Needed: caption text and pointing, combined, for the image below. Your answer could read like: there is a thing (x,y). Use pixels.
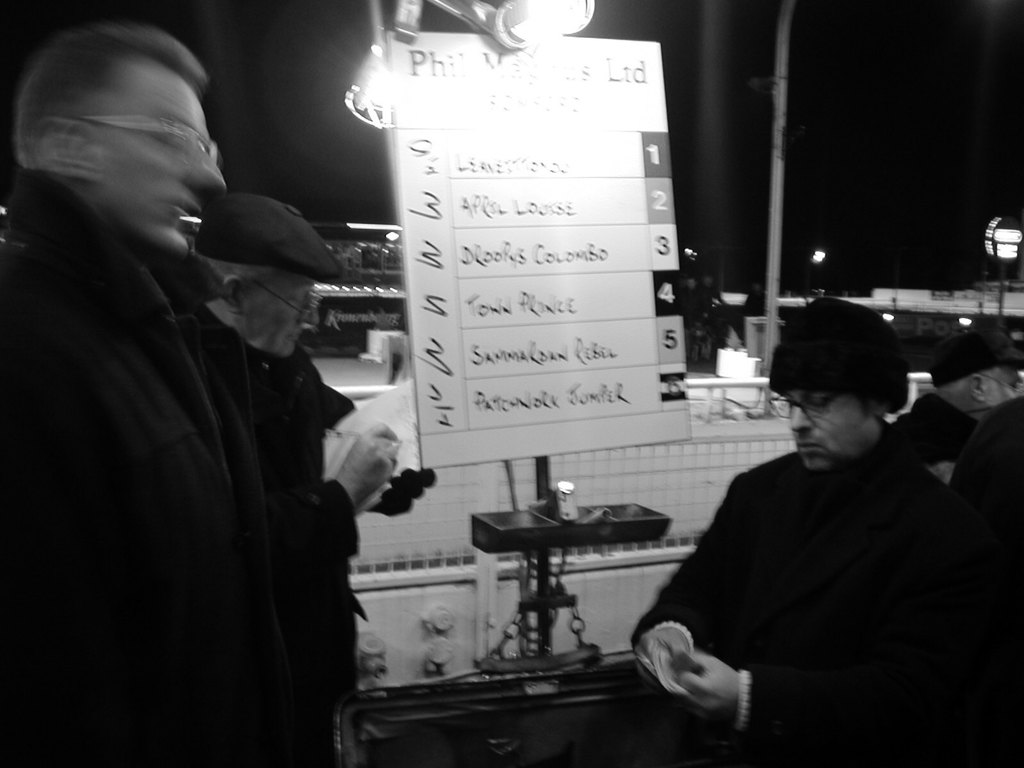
This is a black and white picture. In this picture, we see two men (176,383) are standing. The man (292,417) who is wearing a cap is holding a book (390,411) and a pen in his hands (342,470). I think he is writing something. On the right side (944,597), we see two men (950,529) are standing. In front of the man (839,573), we see a black table (500,706). Beside that, we see a stand (546,499) and a board (549,250) in white color with some text (559,290) written on it. Behind that, we see the railing (452,502), light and the road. Beside that, we see the road railing (714,386) and a pole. There are buildings (350,277), street lights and poles (780,247) in the background (354,283). At the top (844,147), it is black in color. This picture might be clicked in the dark.
